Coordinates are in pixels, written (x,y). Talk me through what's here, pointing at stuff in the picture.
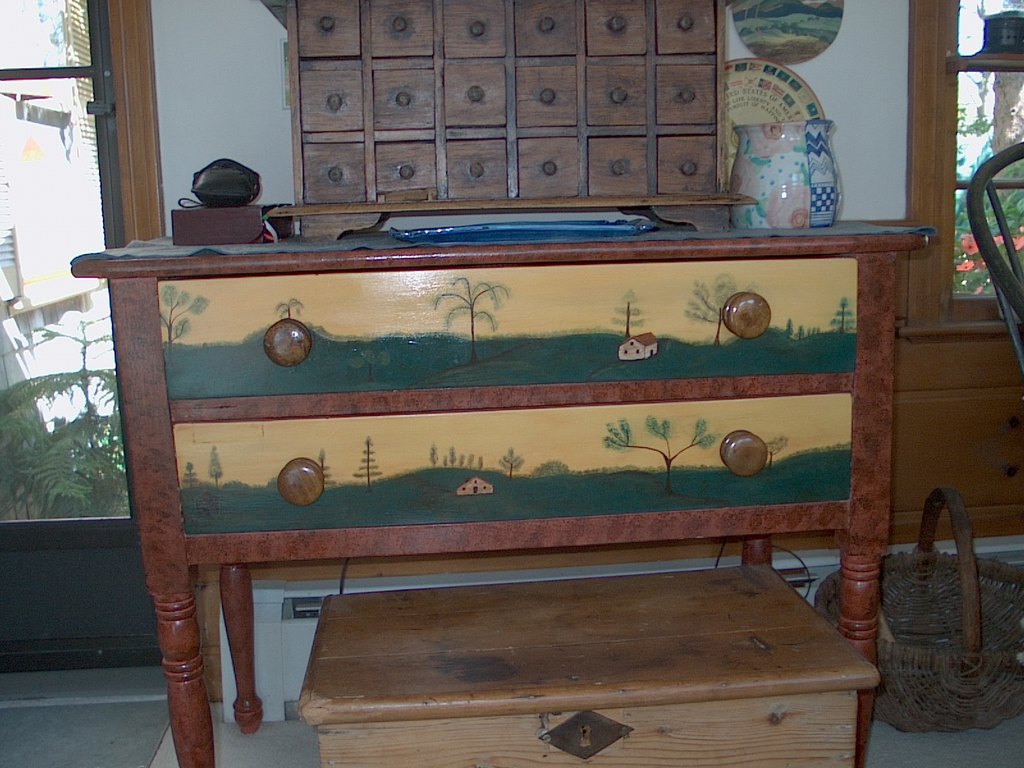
We can see table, furniture (682,463), basket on the floor (878,729), on the furniture (398,304) we can see objects (213,196). On the background (824,71) we can see wall (824,71), glass windows (49,15), from this glass windows (56,362) we can see plants (961,228).
